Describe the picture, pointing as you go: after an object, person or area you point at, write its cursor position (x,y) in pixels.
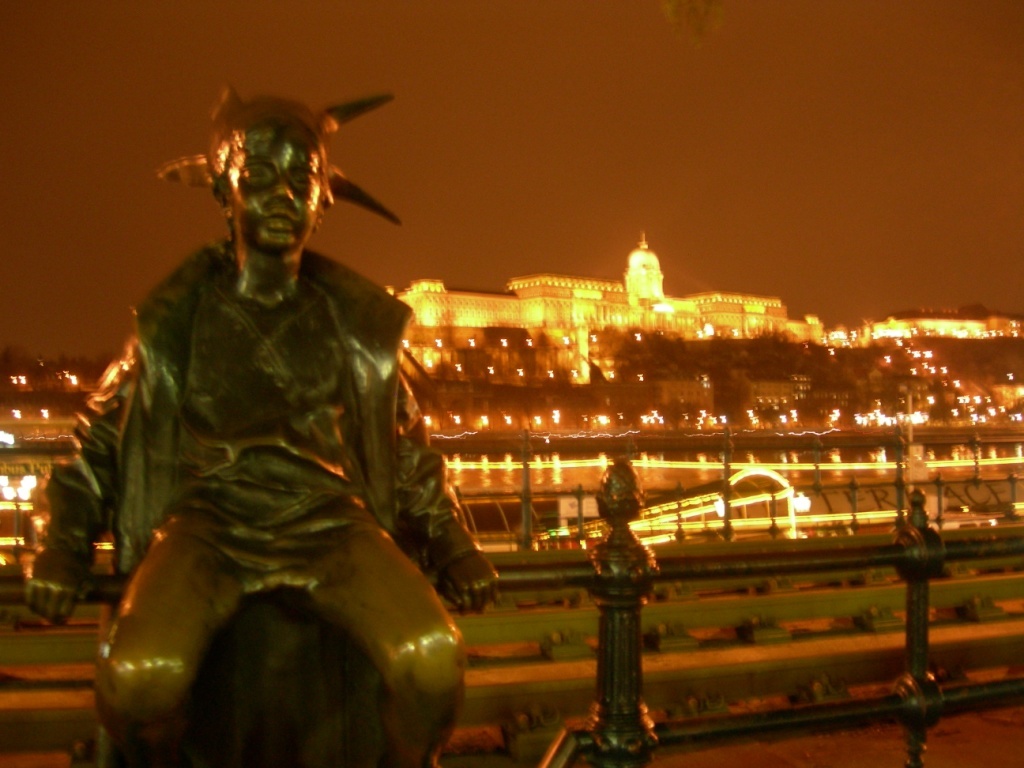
In this image there is a statue (358,584) on a iron grill (886,555), in the background (680,388) there are buildings (428,359) with lighting (562,526).
